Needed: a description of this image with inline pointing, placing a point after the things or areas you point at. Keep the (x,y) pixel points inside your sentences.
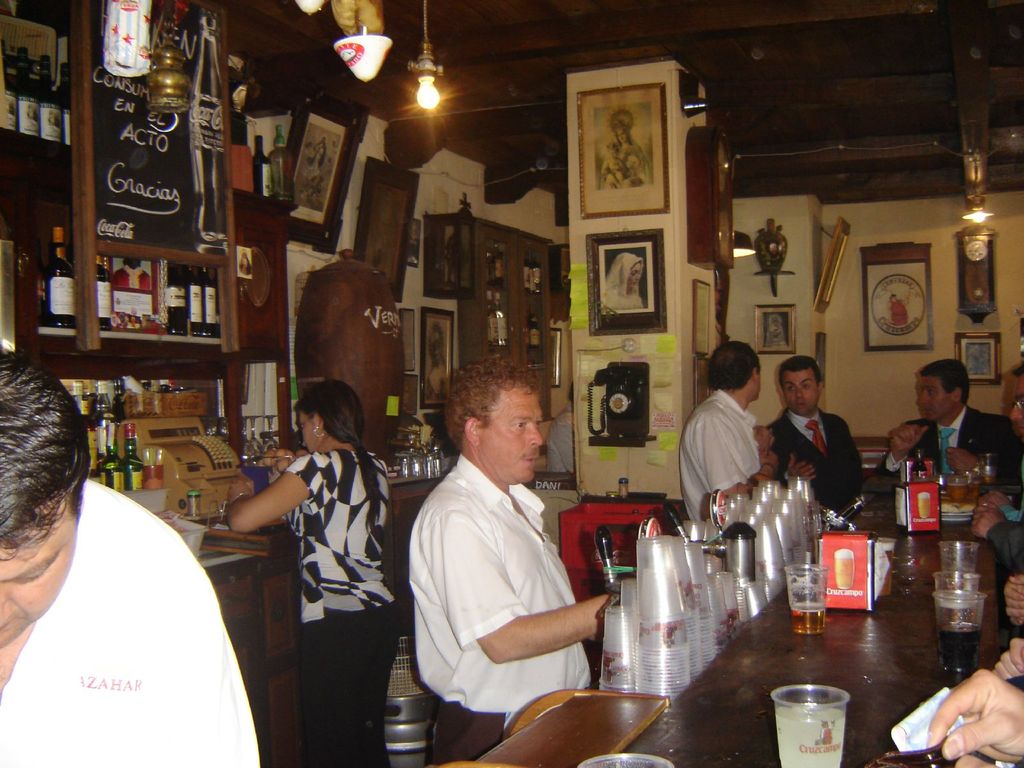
In this image I can see the group of people (505,444) with different color dresses (391,625). In-front of these people (335,570) I can see the glasses (645,631) and the table (737,657). On the table (816,654) I can see the glasses (820,617) with drink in it, bottle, boards (928,503) and some objects (907,516). To the left (126,448) I can see the many wine bottles (125,434) and frames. In the background (410,332) I can see many frames (390,237) to the wall (432,209) and the lights (428,77) at the top (434,100).
